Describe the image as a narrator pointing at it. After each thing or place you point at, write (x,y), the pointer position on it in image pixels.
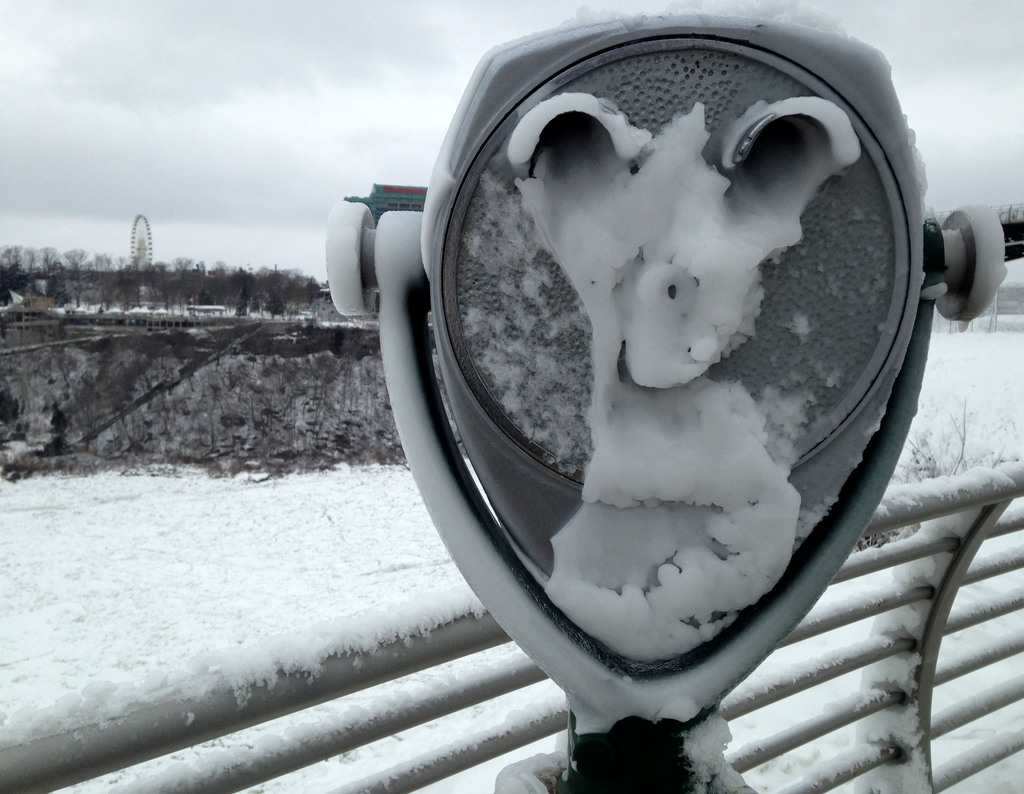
In this image, It looks like a binocular viewer (671,592), iron grilles (339,672) and there is the snow (229,635). In the background (139,270), I can see trees (158,283), Ferris wheel (144,254) and there is the sky (327,93).
